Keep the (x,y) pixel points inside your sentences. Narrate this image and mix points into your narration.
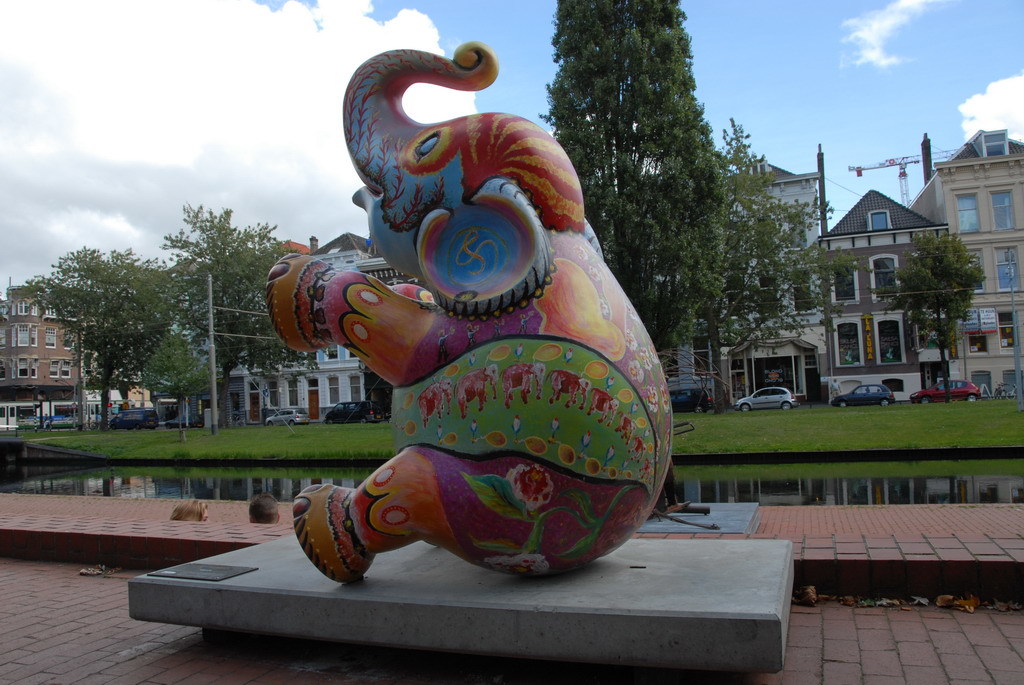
In this picture I can see a statue of a elephant (390,355), there is water (226,470), there are people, there are vehicles (934,395) on the road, trees (223,229), poles (1016,376), buildings (983,288), and in the background (312,68) there is sky (205,75).
